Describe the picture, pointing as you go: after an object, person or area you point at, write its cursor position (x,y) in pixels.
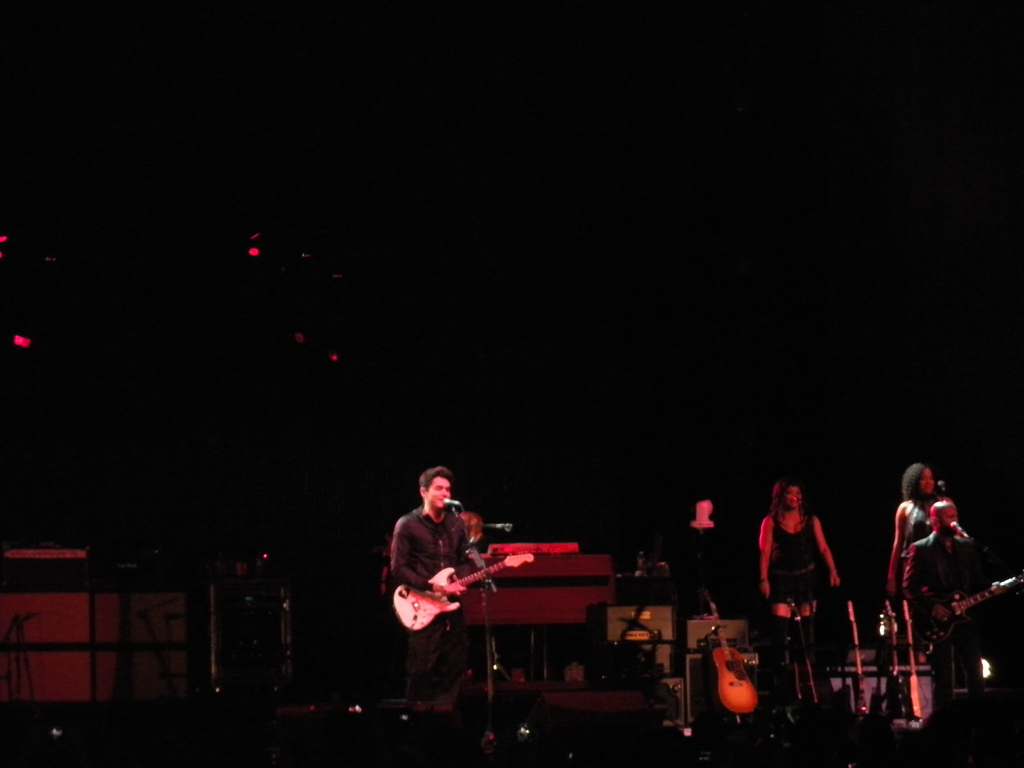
In this picture we can see some group of people (804,603) on the stage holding and playing some musical instruments (432,613).
